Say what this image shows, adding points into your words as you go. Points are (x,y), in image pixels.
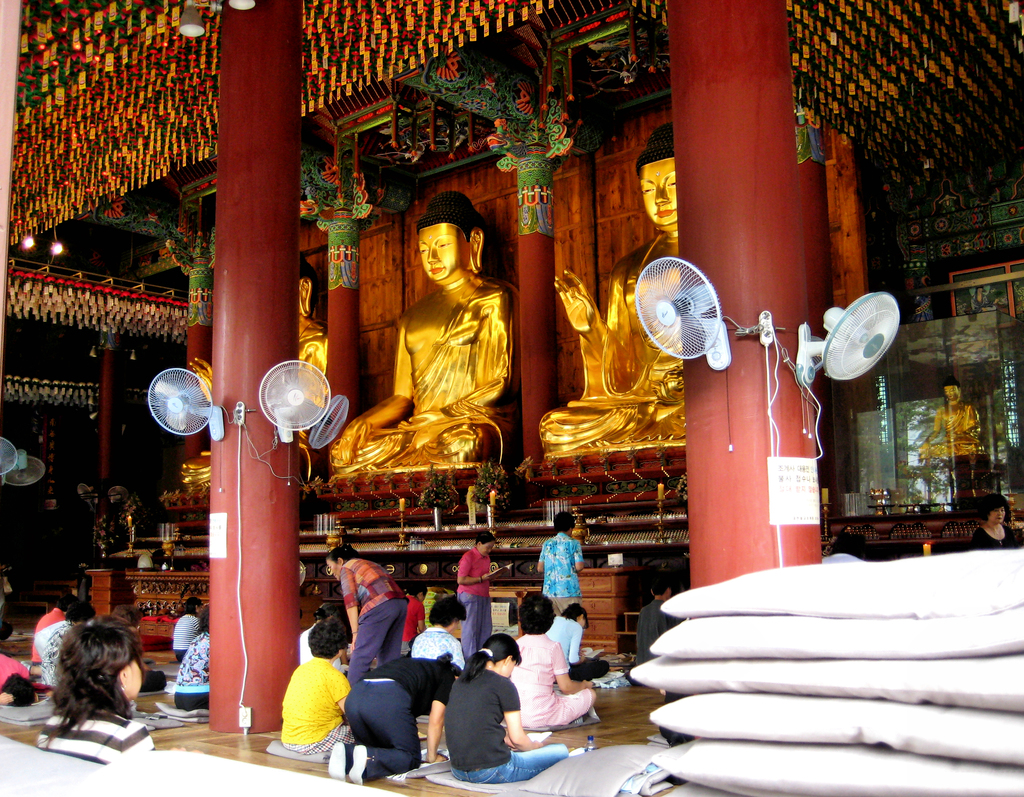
In this image we can see few idols (491,446). There are few people (433,681) in the image. There are few fans (857,348) on the pillars (789,325). There are few posters (802,502) on the pillars (815,322). There are few candles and lights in the image. There is a showcase (960,460) at the right side of the image (961,449). There are few objects (810,729) at the right side of the image (878,498).
